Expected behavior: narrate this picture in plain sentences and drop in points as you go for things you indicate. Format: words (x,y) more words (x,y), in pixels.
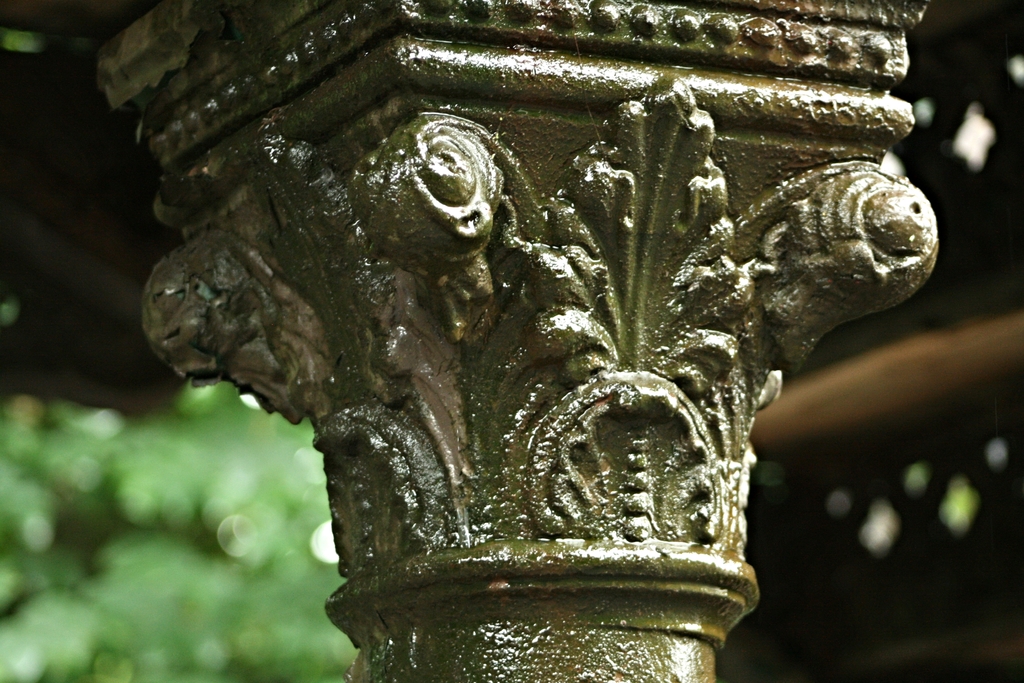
In this image we can see a pillar (486,381) with some carving (526,359) on it. On the backside (303,547) we can see some trees (169,536).
